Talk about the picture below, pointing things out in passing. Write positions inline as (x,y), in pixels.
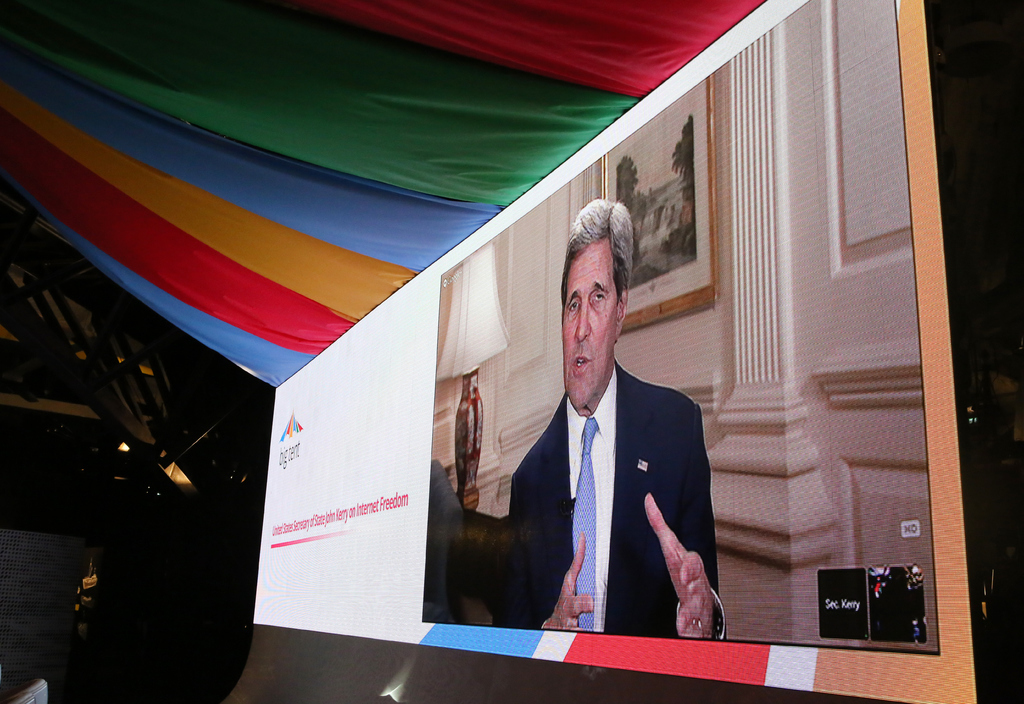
In this image we can see a projector screen (486,403) on which there is some video (566,473) is telecasting, at the top of the image (236,155) there are some different colors of clothes (217,182) and at the background of the image (132,461) there is black color sheet (87,491).
